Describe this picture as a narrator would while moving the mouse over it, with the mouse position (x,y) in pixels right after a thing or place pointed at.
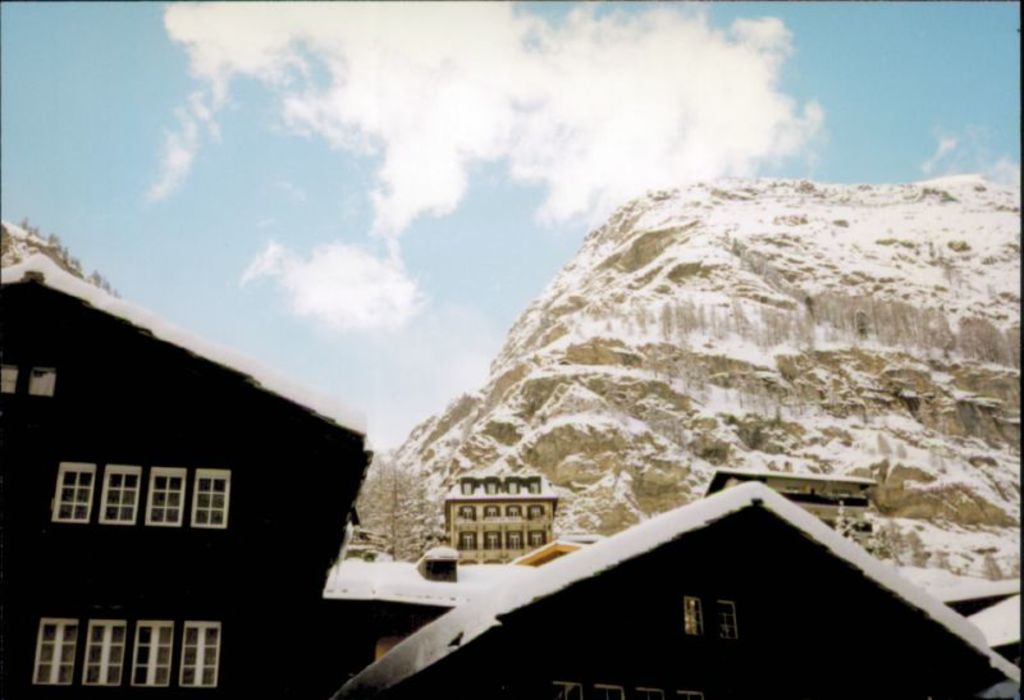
In this image I can see a house (564,698) and a tree (373,500). In the background (582,275) I can see a mountain (564,296) and cloudy sky (485,100).
